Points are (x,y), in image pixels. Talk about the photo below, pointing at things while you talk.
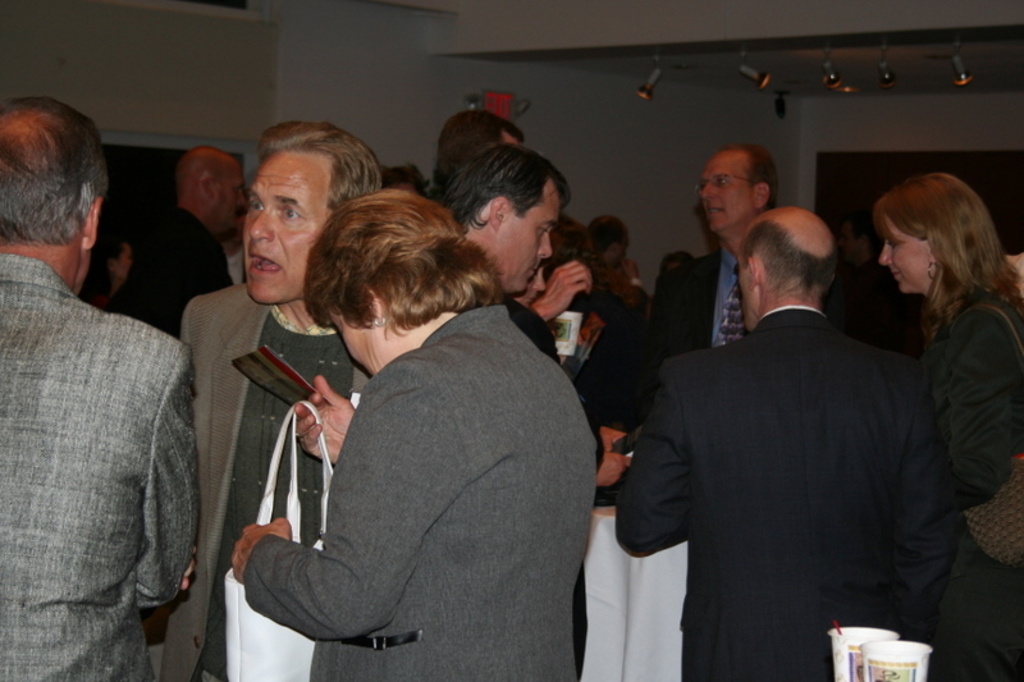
There are people (536,353) and this person (353,520) holding a bag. In the background (539,102) we can see wall (584,141) and lights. In the bottom right side of the image (840,665) we can see glasses (914,647).
